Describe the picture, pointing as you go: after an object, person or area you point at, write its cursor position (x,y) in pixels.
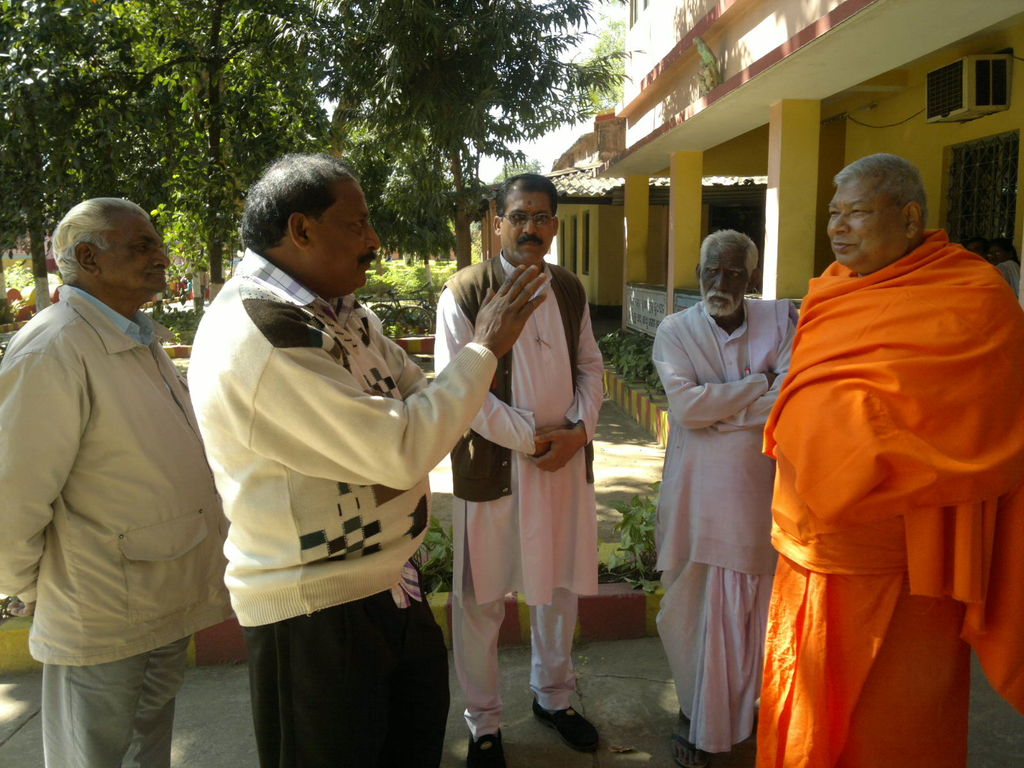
In this picture I can see five persons (693,349) standing, there are houses (820,68), plants (652,543), trees (615,89), and there is sky (562,126).
